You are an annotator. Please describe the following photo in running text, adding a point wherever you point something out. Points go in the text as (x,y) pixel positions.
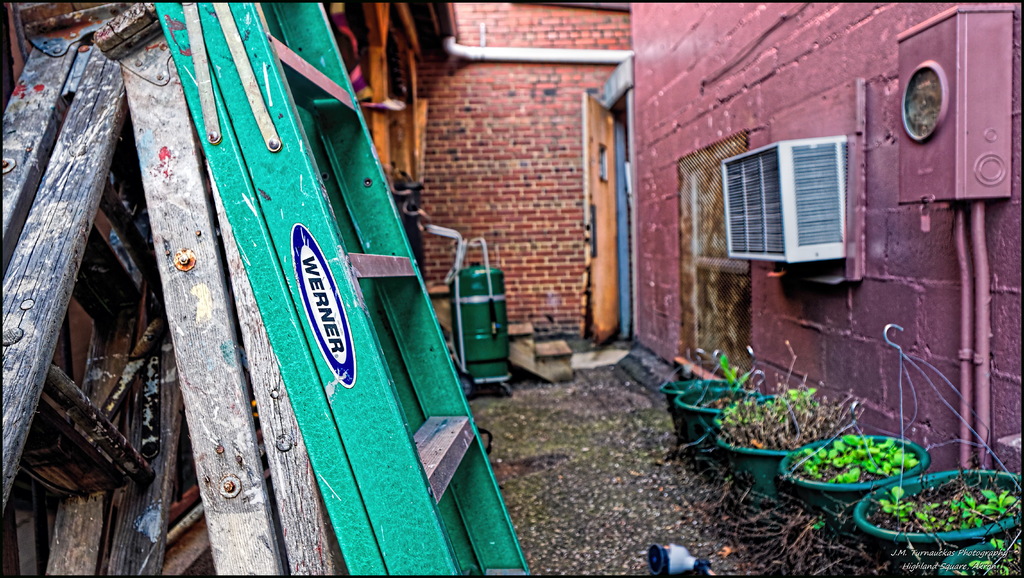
On the left (192,427) we can see a wooden ladders (151,25) on the wall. On the right (797,206) we can see window AC (793,194) near to this box (985,165). On the bottom right corner (791,392) we can see plants (721,367) on the pot (961,558). Here we can see green color barrel (480,305). In the background (594,237) there is a door (598,323) near to the brick wall (523,186). On the top (535,58) we can see pipe (607,52).
